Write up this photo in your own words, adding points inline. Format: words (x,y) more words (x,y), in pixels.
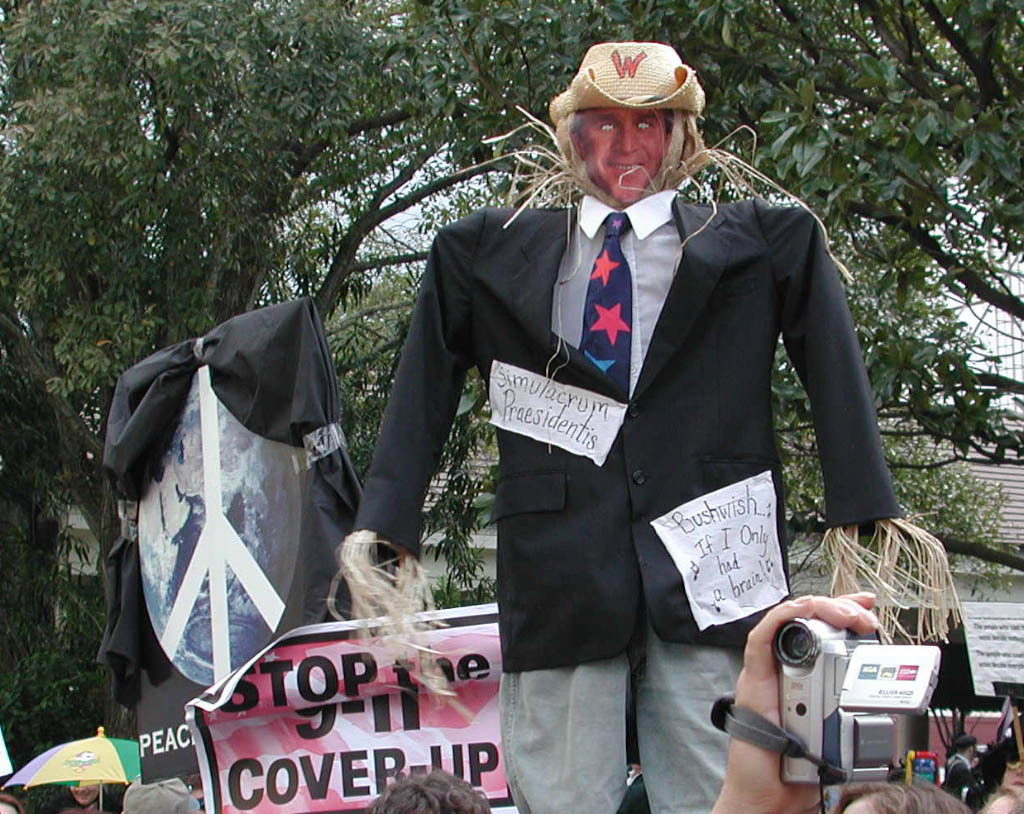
In a bottom right of a image there is a person (757,712) holding the camera (810,761) there is a doll (711,672) of man (707,667) clothes (708,667) in which behind there is a tree (343,145) and a sky (317,211).
